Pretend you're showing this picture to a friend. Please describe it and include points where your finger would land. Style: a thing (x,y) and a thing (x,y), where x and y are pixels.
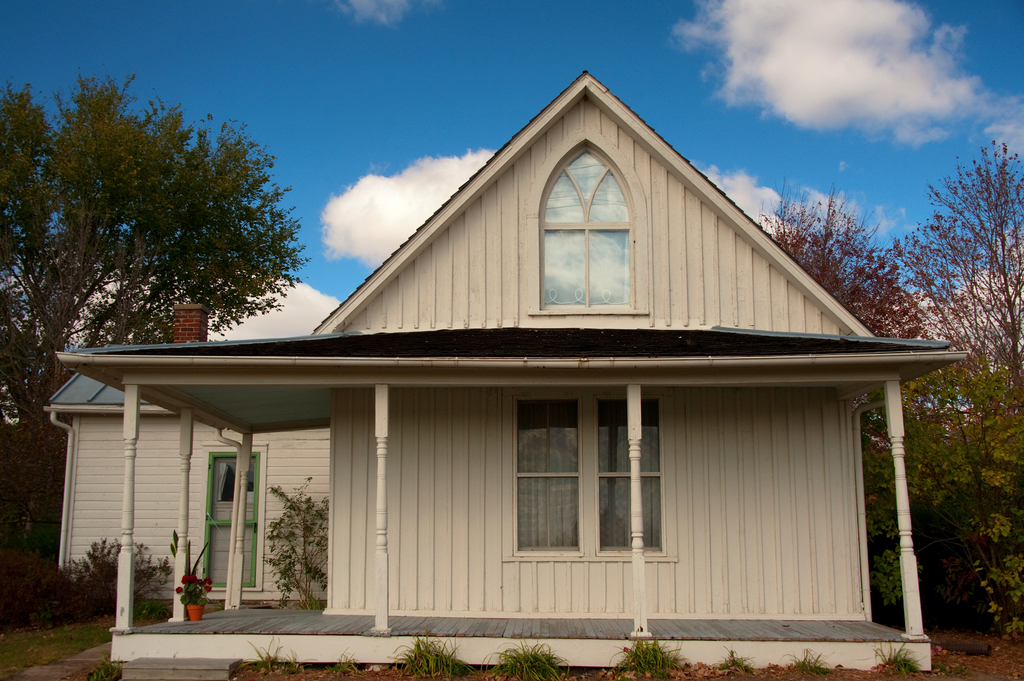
In this picture we can see a house (412,367) made of wood (524,378) and there are green trees (139,264) planted beside the house (902,345) and on the top (350,172) we have blue sky (700,56).
